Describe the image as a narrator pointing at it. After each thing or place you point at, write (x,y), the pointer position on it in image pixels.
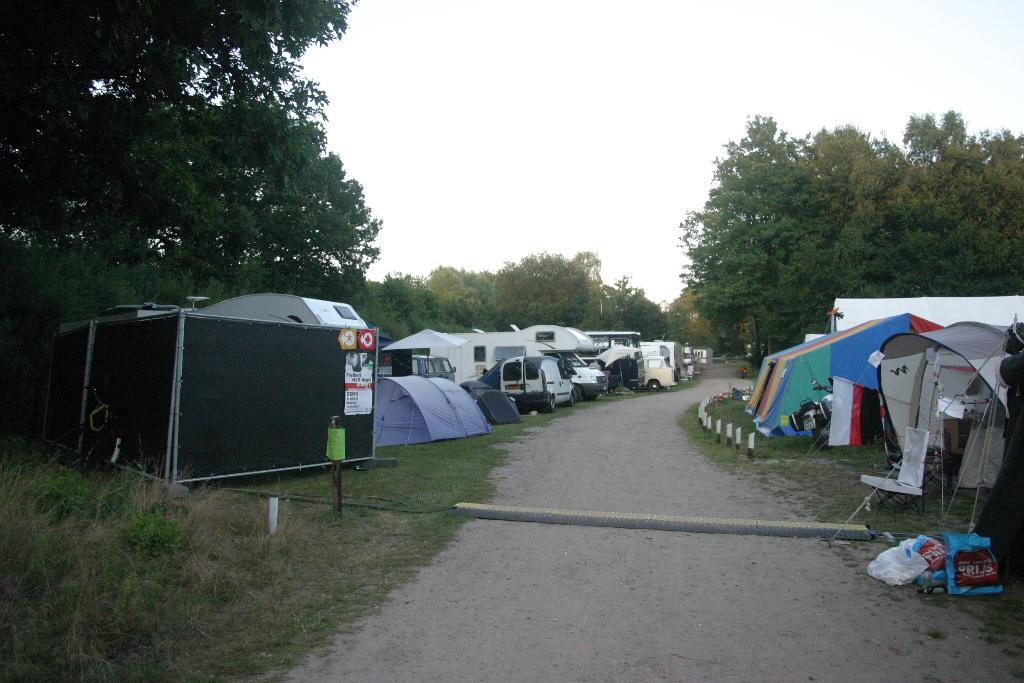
This is an outside view. At the bottom (580,531) there is a road (580,568). On both sides of the road (583,636), I can see the camping tents (895,404) and there are few vehicles (567,389). In the background (887,206) there are many trees (878,246). At the top of the image (520,85) I can see the sky (602,98). On the right side (932,569) there are few bags (948,570) placed on the ground (973,607) and one person (1014,438) is standing. On the left side (280,604), I can see the grass (278,608).
